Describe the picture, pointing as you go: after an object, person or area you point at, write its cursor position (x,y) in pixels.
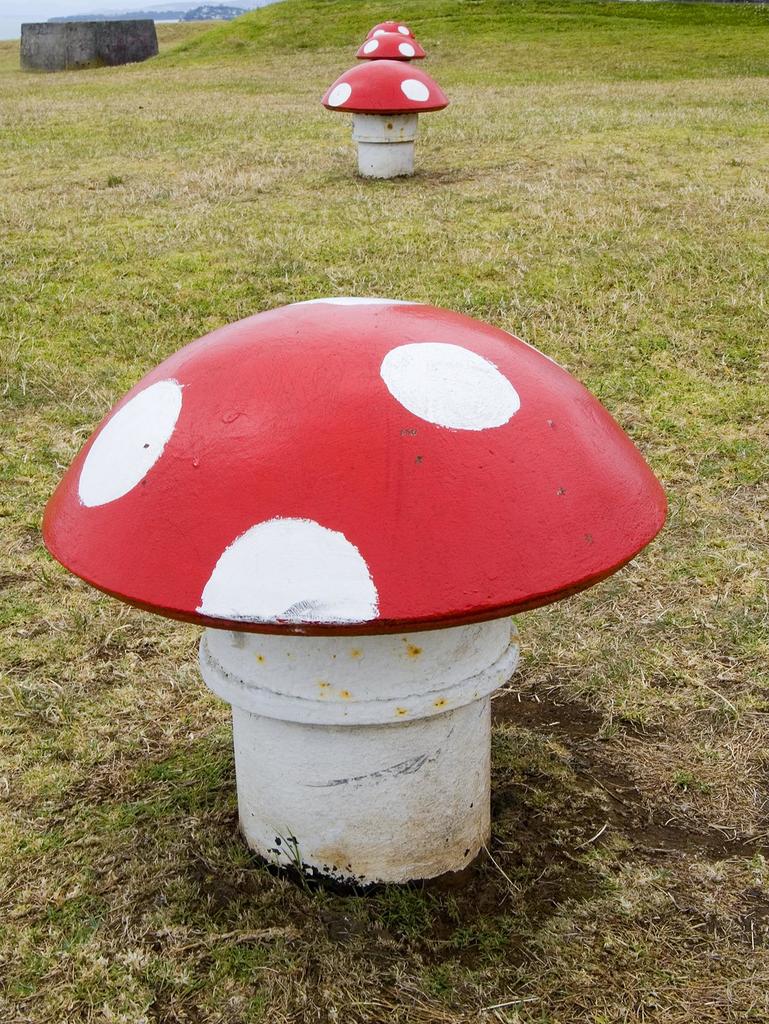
In this picture, we see four small poles (391,683) in red and white color. They look like mushrooms (378,480). At the bottom of the picture (660,806), we see grass (668,368). In the left top of the picture (104,53), we see something in black color which looks like a box (98,58). In the background (170,15), there are hills (257,11).
